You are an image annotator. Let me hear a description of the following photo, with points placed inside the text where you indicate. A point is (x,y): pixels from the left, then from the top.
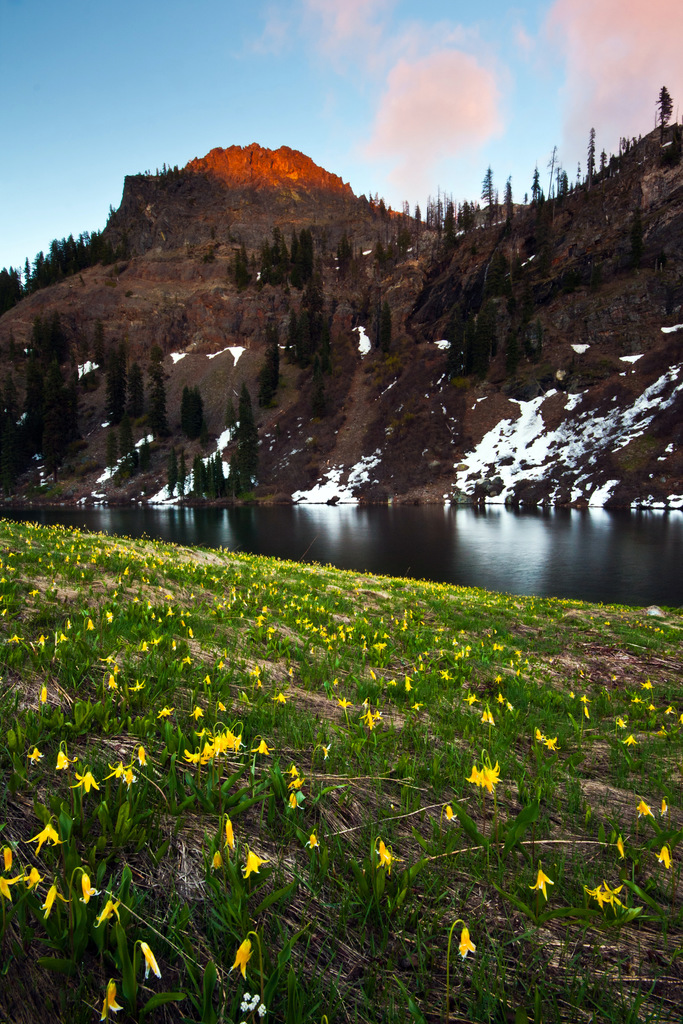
At the bottom of the image (617,906) there are some plants (587,718) and flowers (357,593). In the middle of the image (329,525) there is water (453,530). At the top of the image (135,215) there are some trees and hills (254,145) and clouds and sky (39,72).
